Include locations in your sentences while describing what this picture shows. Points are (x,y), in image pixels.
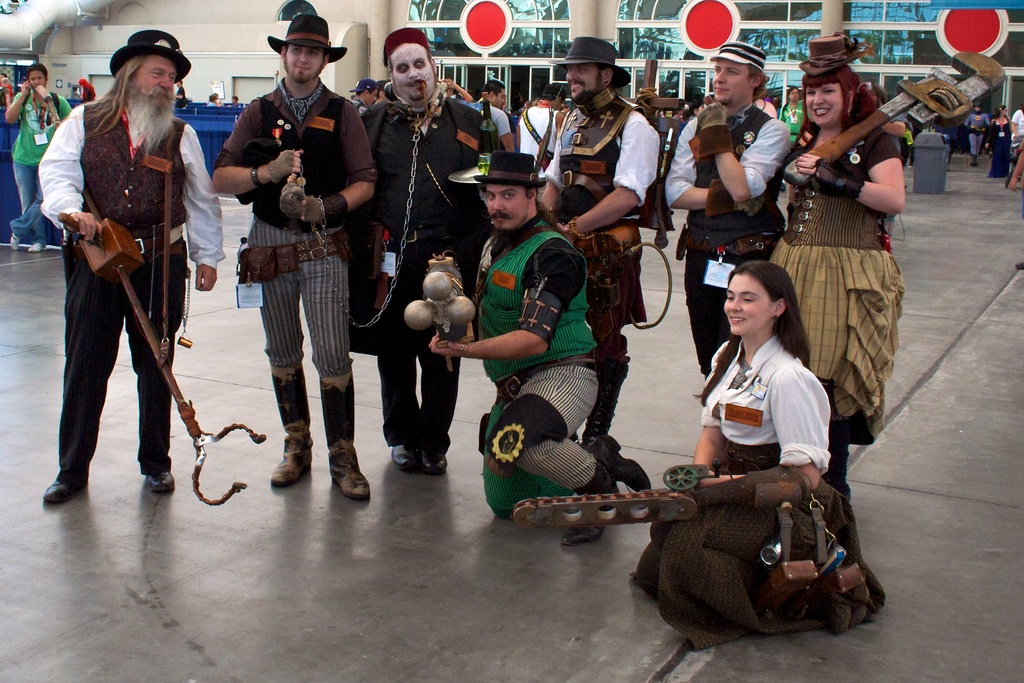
In this image we can see few people (350,167) wearing some costumes (438,164). Some are wearing caps (851,58). And some are holding something in the hand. In the back (66,102) there are many people (500,104). Also there is a wall (339,10). On the wall (498,3) there is a red color round things (500,21). And there is a waste bin (942,181). In the left top corner (29,26) there is a pipe (6,23).
